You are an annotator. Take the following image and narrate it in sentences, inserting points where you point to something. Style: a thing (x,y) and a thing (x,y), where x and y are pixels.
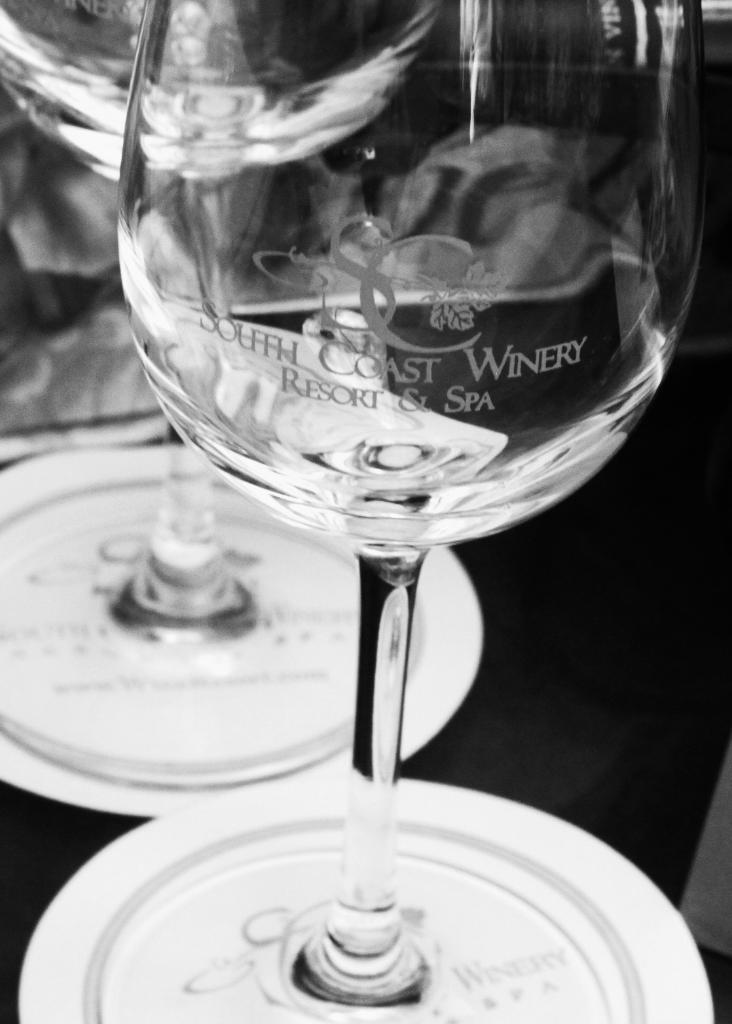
In this image I can see glasses (236,324) on the table (620,690). The image is in black and white.
